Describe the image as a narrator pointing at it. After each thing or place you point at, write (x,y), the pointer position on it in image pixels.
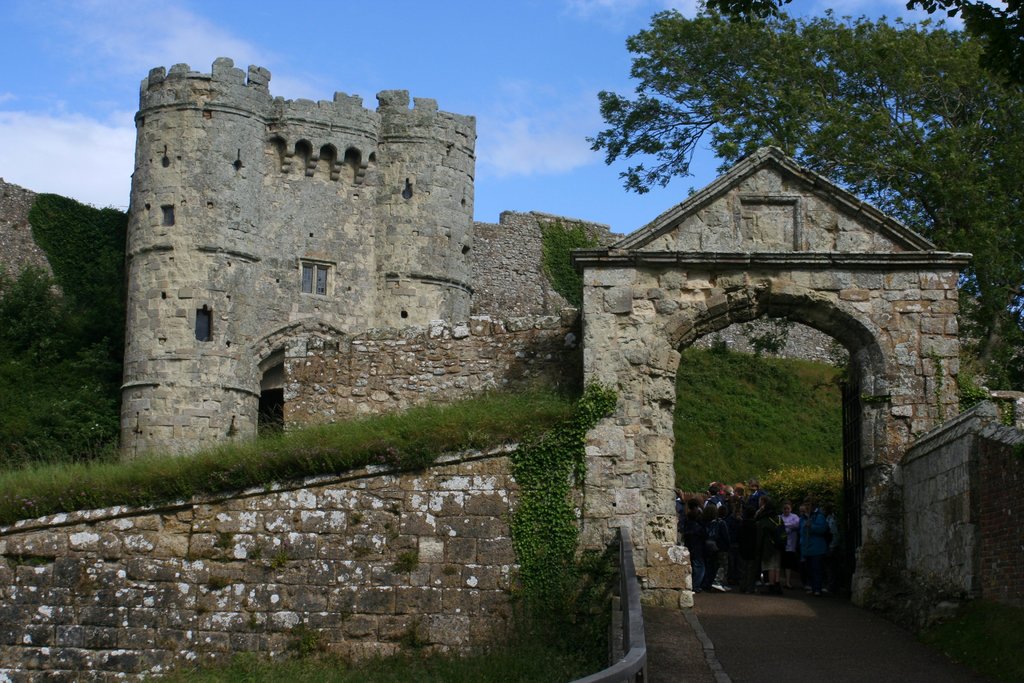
On the right side (705,275) there is an entrance (687,285) with brick wall (716,271). Near to that some people (745,527) are standing. Also there is a fort (169,285) with bricks (347,336) and windows (317,279). There are trees (887,58). In the background (271,49) there is sky (480,127).
